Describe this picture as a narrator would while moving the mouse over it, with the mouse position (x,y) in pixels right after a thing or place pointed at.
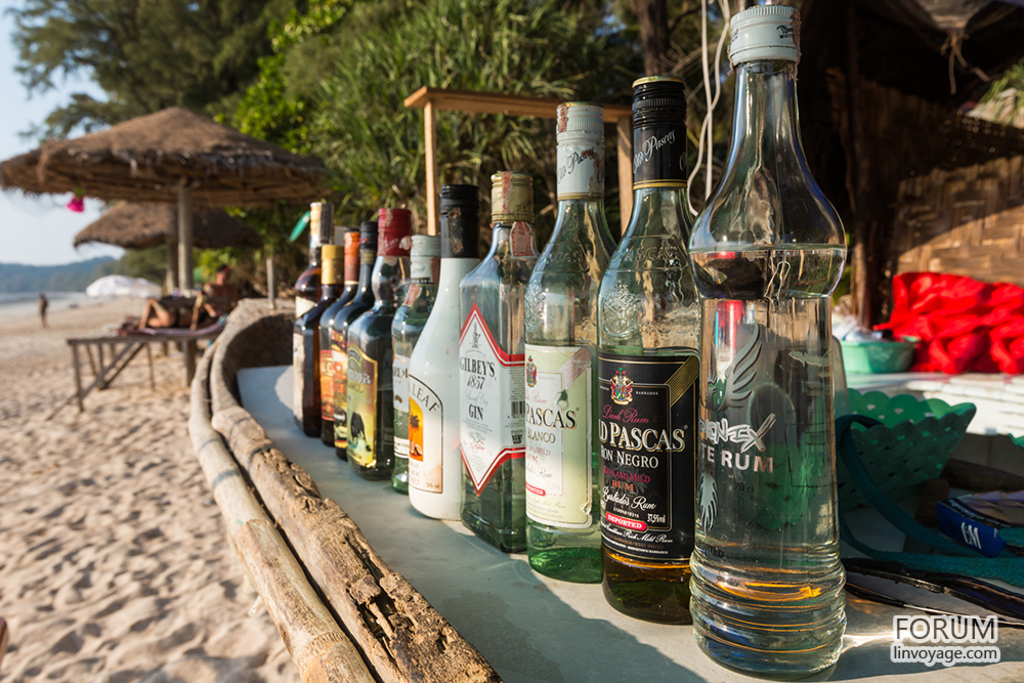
To the right side table (528,625) there are many bottles (539,333) on it and there is a bowl (865,438) and blue color book (979,548). And there are red color pillows (954,328) on it. To the left bottom (145,579) there is a sand (156,603). And on the top (180,150) we can see small huts (181,143) and trees (290,129).
